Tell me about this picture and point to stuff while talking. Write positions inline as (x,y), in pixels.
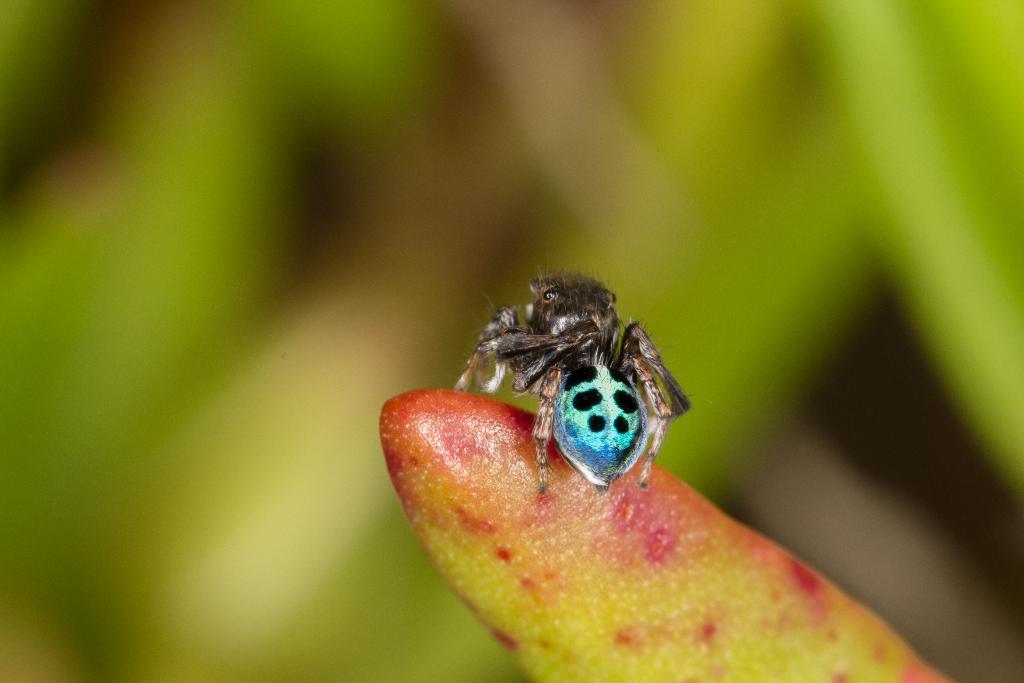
In this image, I can see a spider (569,395) on a leaf (624,583). The background (203,326) looks green in color, which is blurred.
